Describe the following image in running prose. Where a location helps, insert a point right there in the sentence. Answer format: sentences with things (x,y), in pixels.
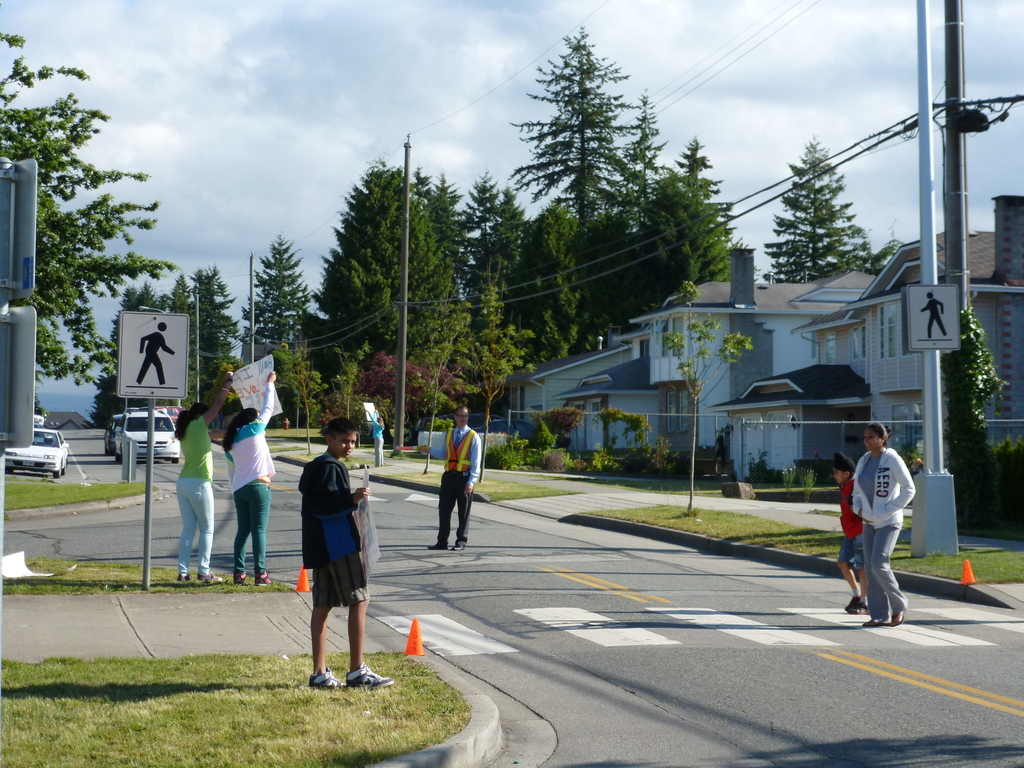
In this image we can see many persons (865,523) walking on the road (454,593). In the background (974,333) we can see trees (54,254), houses (820,332), poles (3,422), cars (48,435), sky (172,232) and clouds (202,144).
